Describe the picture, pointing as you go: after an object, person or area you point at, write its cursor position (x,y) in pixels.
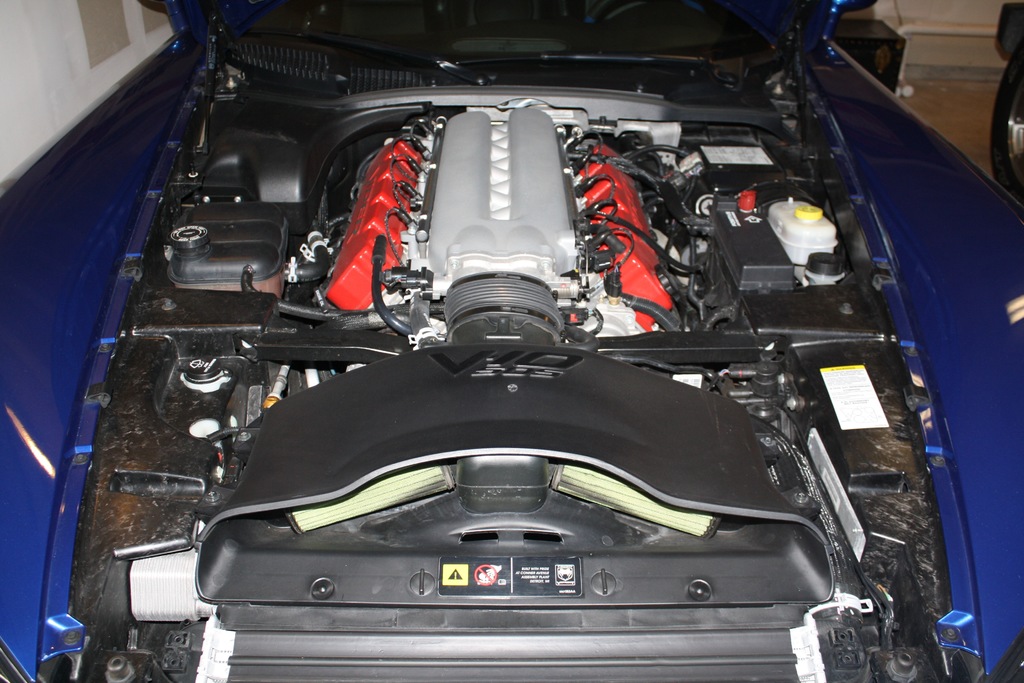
In the center of this picture (347,254) we can see a blue color object (88,214) which seems to be the vehicle (332,477) and we can see the internal parts (481,429) of the vehicle (461,228). In the background (15,66) we can see the wall (28,71) and some other objects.
